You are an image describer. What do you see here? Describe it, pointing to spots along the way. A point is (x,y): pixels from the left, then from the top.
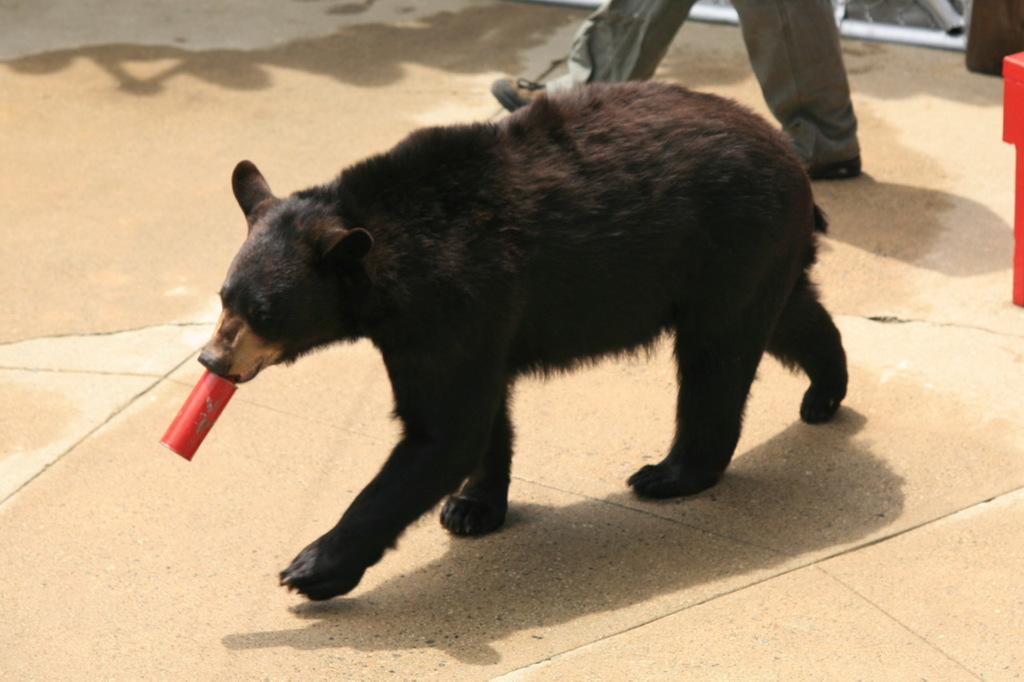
In this image there is a bear (403,444) holding a tin (216,407) walking on a pavement (190,112), in the background (778,41) there is a man (755,48).
